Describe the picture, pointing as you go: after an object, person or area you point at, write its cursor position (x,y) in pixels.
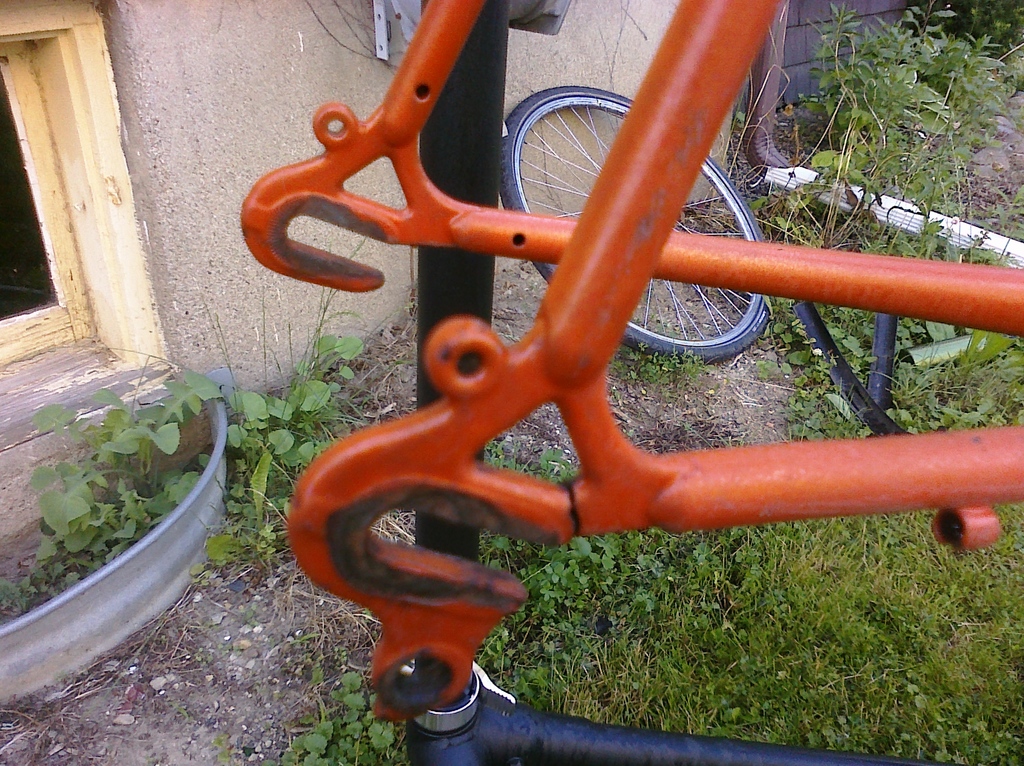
In this picture, we can see some metallic object (454,403) highlighted, we can see the ground (405,521), and some objects (829,332) on the ground (767,402), like wheel (558,104), metallic objects (378,156), wall (233,60), door (92,160), plants (896,89), and grass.
